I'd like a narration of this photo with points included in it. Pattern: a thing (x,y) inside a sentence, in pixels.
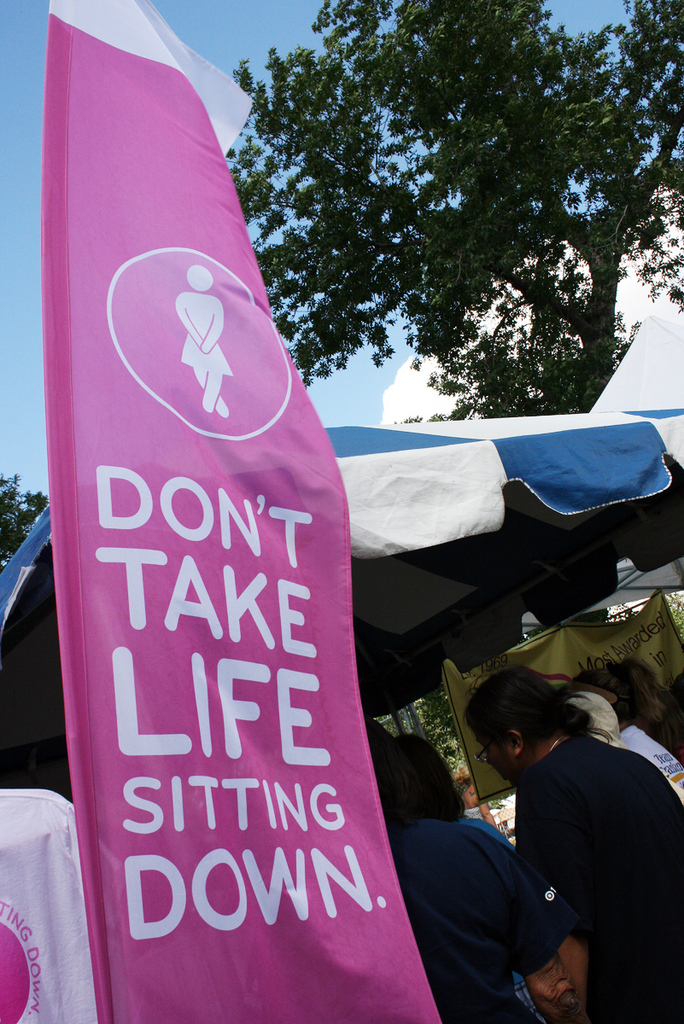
On the left side of the image (152,625) we can see a poster (230,781) on which some text (196,885) was written. On the right side of the image (566,773) we can see some ladies (563,841), a tent (571,587) and a tree (527,81).
